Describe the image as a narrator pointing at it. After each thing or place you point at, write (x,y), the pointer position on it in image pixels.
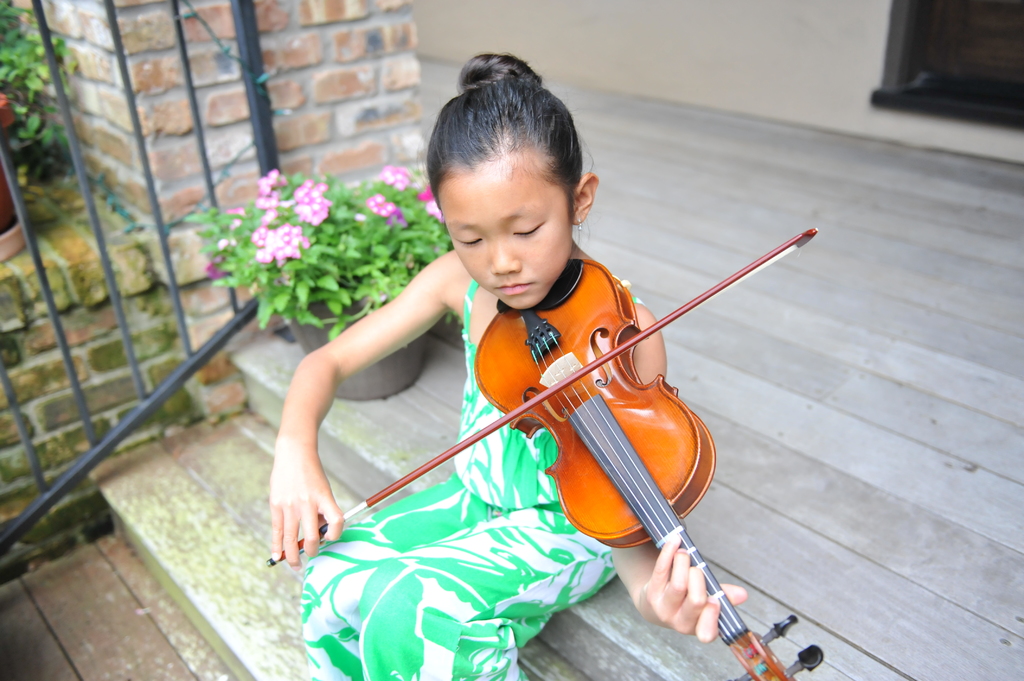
In this picture we can see a girl (454,620) sitting on the floor (654,287), she is holding a violin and in the background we can see a wall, house plants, flowers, railing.
